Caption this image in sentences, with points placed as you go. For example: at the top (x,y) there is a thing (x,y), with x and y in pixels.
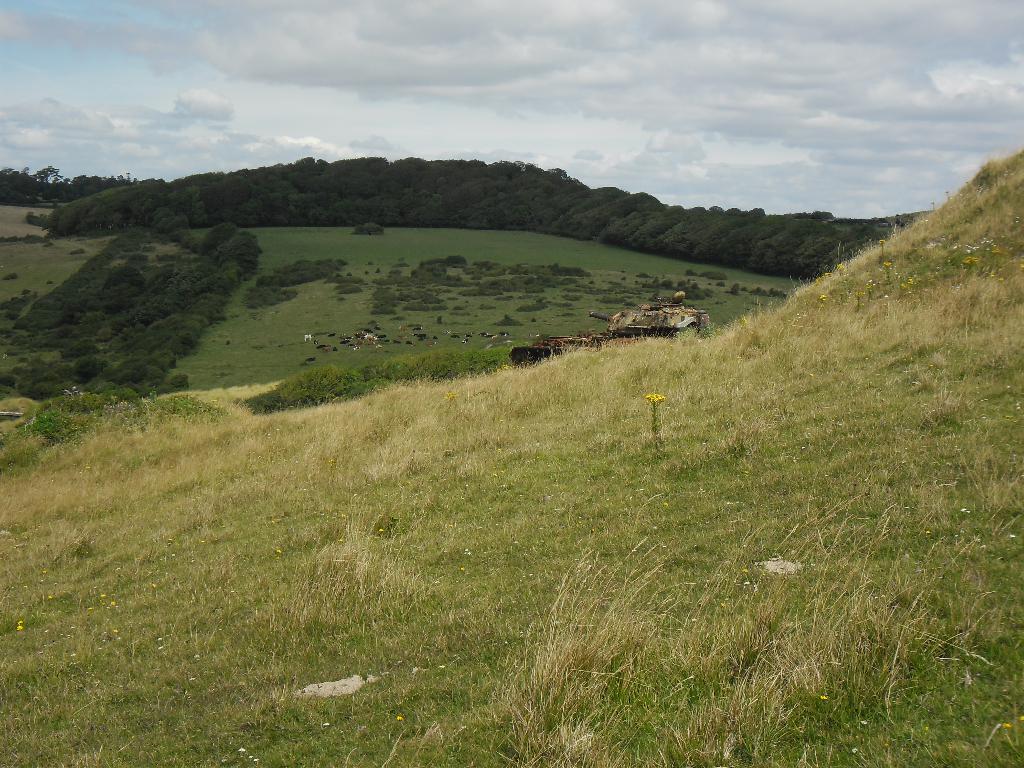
In this picture we can see grass (716,595) at the bottom (646,537), in the background (194,227) there are some trees (365,199), we can see animals (425,339) here, there is the sky (496,121) at the top of the picture (434,58).
